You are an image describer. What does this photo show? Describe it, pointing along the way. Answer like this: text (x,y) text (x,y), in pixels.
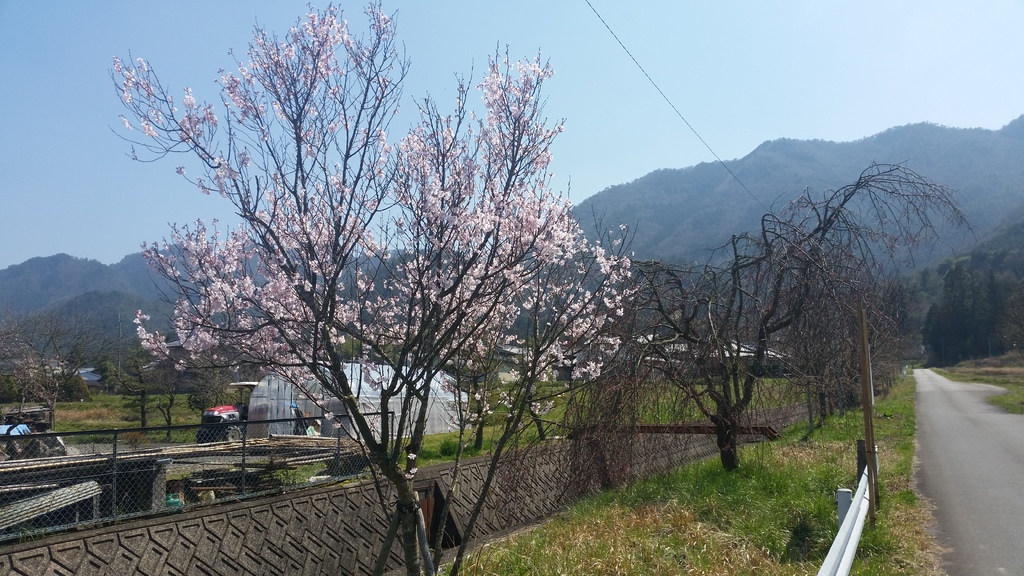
In this picture there are trees (393,70) and mountains (1000,144). On the left side of the image (318,418) there are buildings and there is a shed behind the fence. On the right side of the image (838,534) there is a railing (833,553) and there is a road (931,442). At the top (651,130) there is sky (760,85). At the bottom (632,541) there is a road (971,526) and there is grass (758,541). In the foreground (525,271) there are light pink color flowers (488,273) on the tree (429,271).
